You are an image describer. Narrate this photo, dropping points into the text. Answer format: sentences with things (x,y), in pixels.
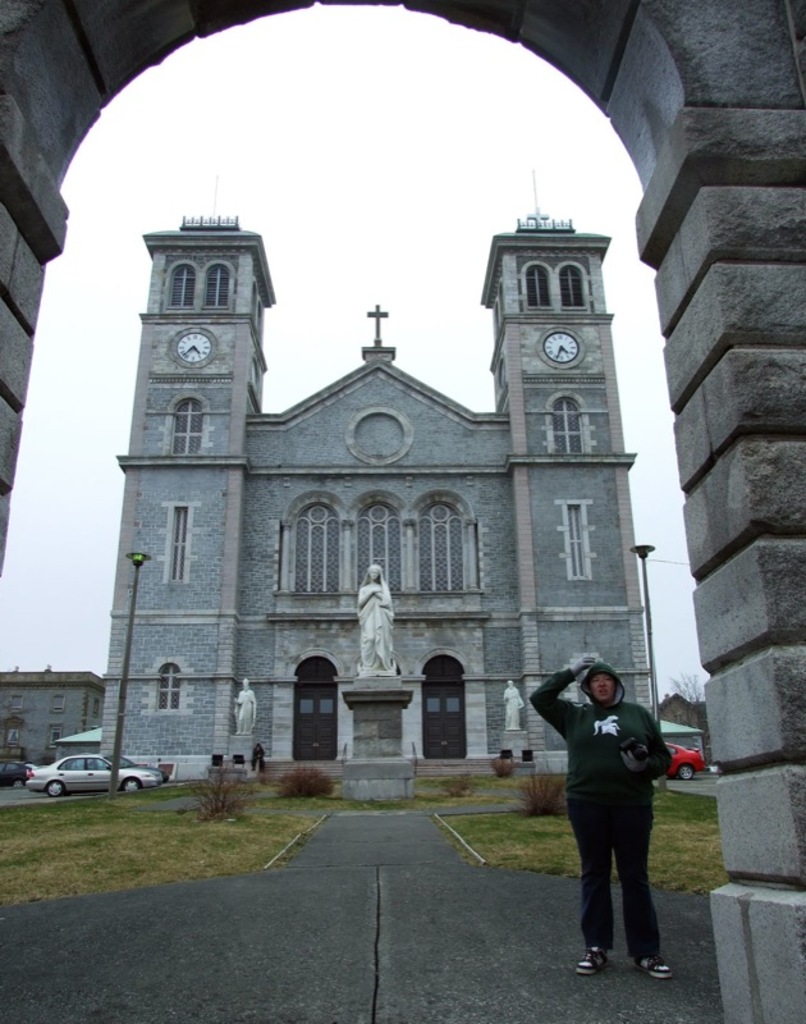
There is an arch (671,348) with brick pillars (676,253). Near to that a person (586,775) is standing. In the back (316,451) there is a building (184,524) with windows (188,511), arches (227,265), clocks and doors (434,749). In front of the building (327,656) there are statues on platforms (381,747). Also there are vehicles (56,768). On the ground (216,819) there is grass (95,805). Also there is a building (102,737) and sky (334,208) in the background (445,265).
